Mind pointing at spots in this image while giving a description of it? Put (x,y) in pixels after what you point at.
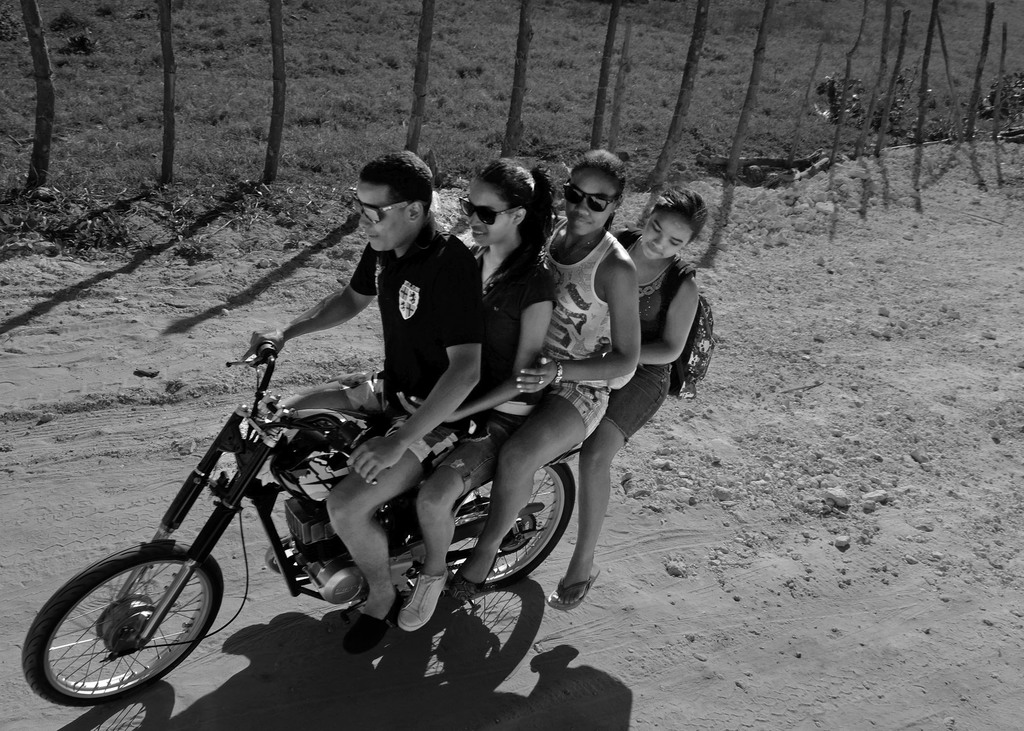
The four persons (493,413) are sitting on a motorcycle (532,506). The three persons (497,358) are wearing a spectacles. The front person (405,260) is driving a motorcycle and the last person (686,207) is wearing bag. We can see in the background (252,68) trees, grass (385,80) and stones (812,471).
